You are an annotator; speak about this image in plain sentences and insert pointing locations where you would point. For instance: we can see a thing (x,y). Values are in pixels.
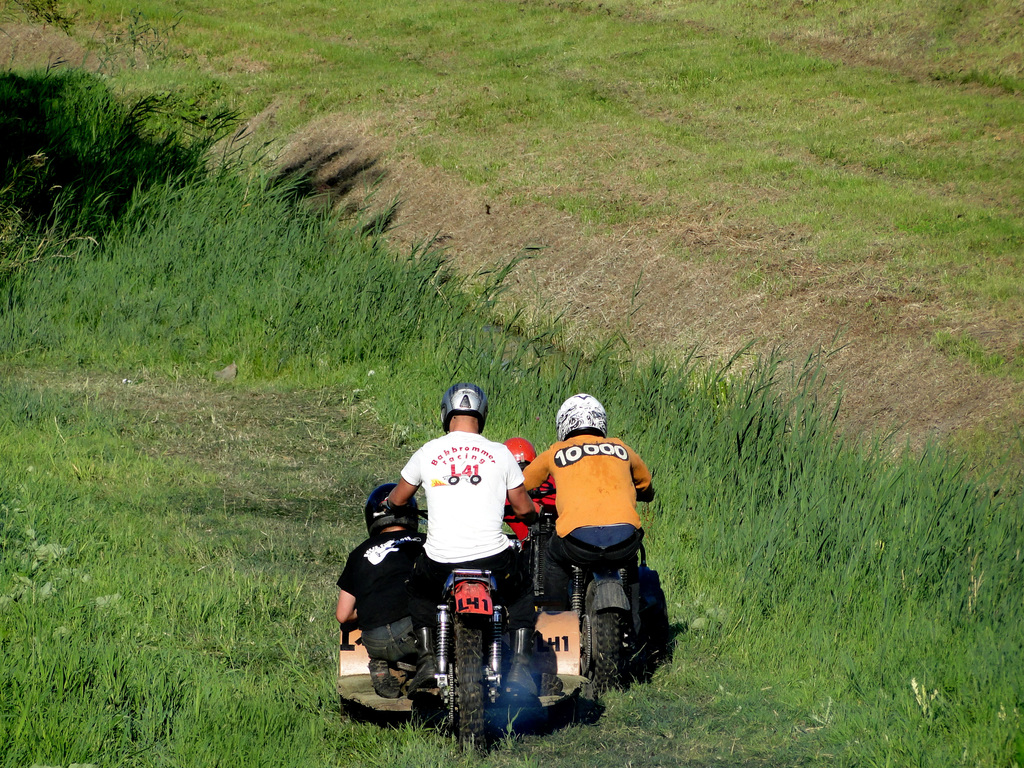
There are two persons (481,529) riding bikes (549,525) and there is another person (409,573) sitting beside them and there is a grass (162,263) in front of them.
